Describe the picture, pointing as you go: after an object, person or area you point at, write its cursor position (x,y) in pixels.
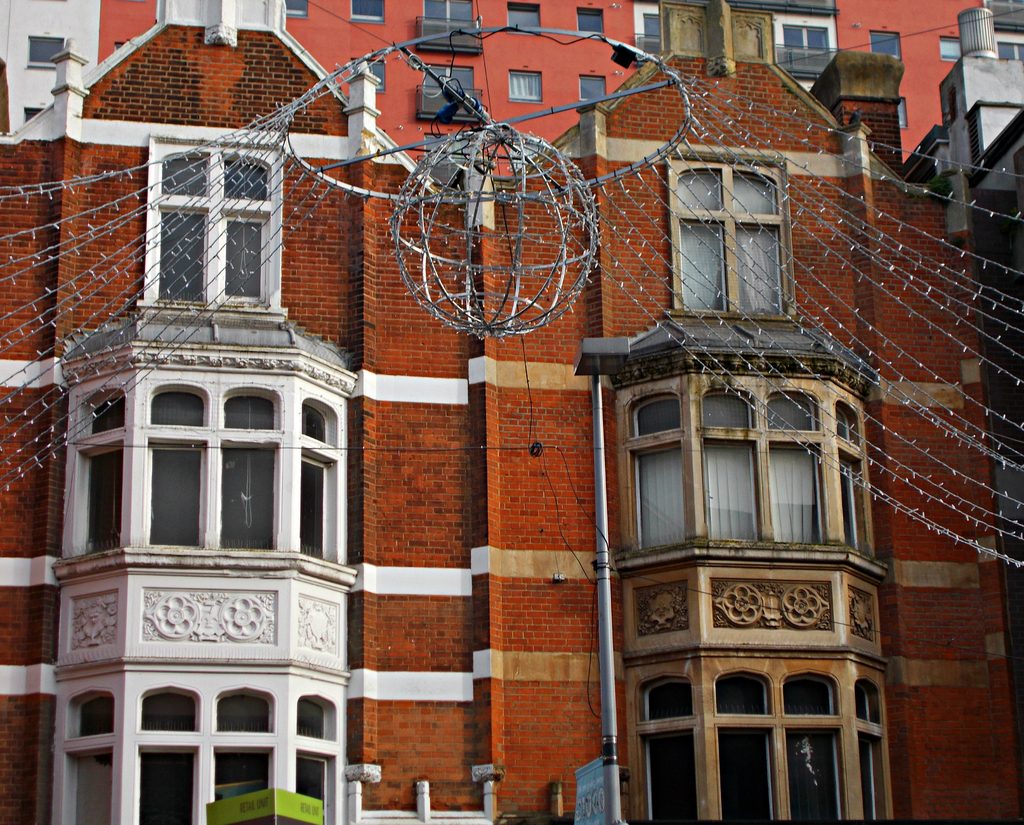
Here we can see building (920,709), wall (633,132), windows (749,472) and wires (767,147) with lights (104,339). We can see light (600,352) and board (594,807) on pole (612,824).
